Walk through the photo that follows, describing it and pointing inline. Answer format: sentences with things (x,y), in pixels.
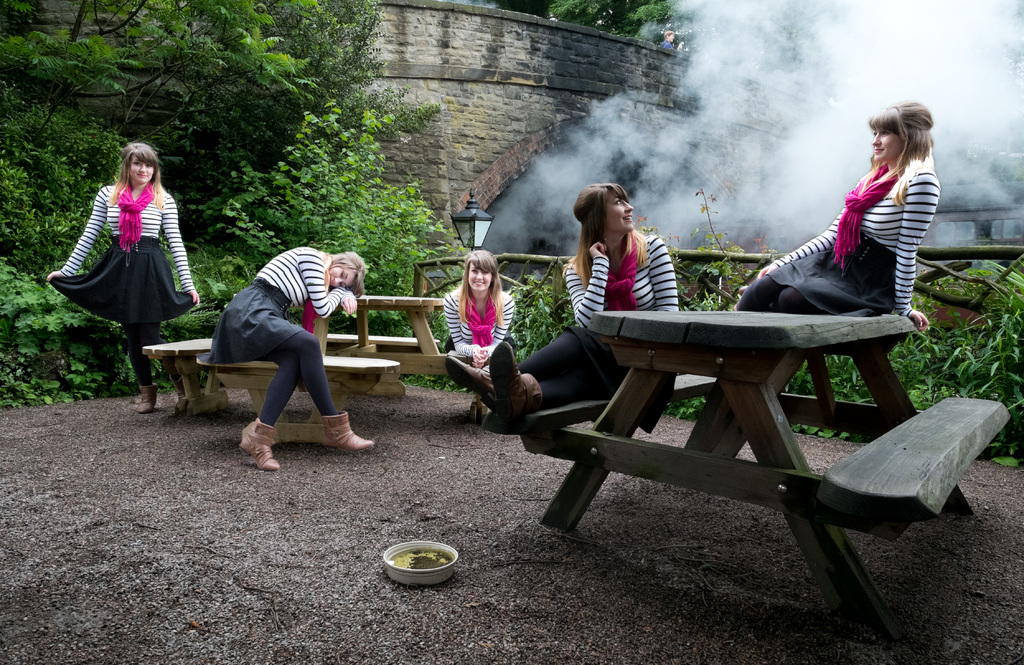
The image consist of a lady (164,268) with duplicate images (278,323) of her in various positions sitting, standing on bench (732,454) and in background (292,152) there are trees (270,126) and from tunnel (601,152) smoke (738,133) is coming out.
